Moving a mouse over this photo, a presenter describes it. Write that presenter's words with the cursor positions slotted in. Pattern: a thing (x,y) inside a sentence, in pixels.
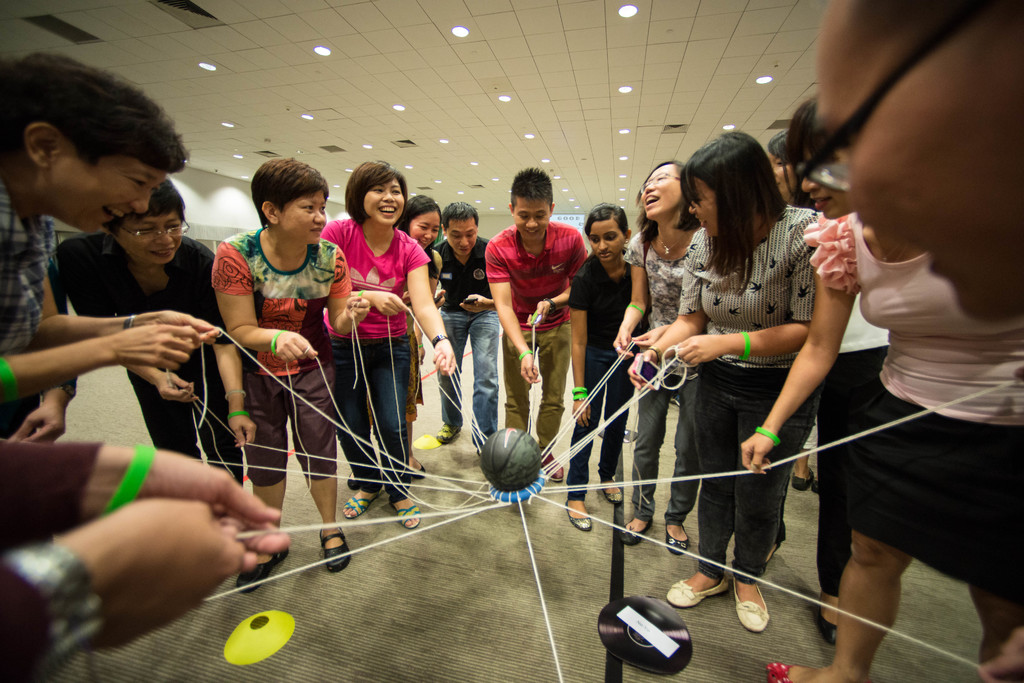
In this image we can see people (301,224) smiling and standing on the floor (415,551) and also holding the threads (456,375) of an object (537,483) which is having the ball (513,455). We can also see the ceiling (385,84) with the lights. There is an object (635,650) on the floor (570,665).
